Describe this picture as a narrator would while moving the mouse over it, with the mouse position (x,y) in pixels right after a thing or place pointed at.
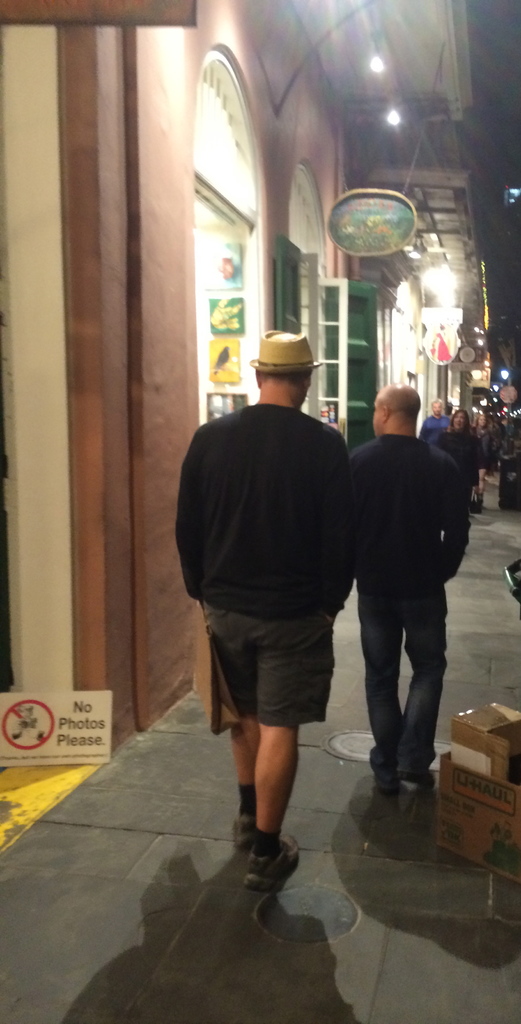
In front of the image there are people (251,638) walking on the road (306,851). Beside them there are some objects (448,783). There are boards (35,735). On the left side of the image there are photo frames (214,332) on the wall (176,446). There are buildings (19,210). At the top of the image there are lights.
